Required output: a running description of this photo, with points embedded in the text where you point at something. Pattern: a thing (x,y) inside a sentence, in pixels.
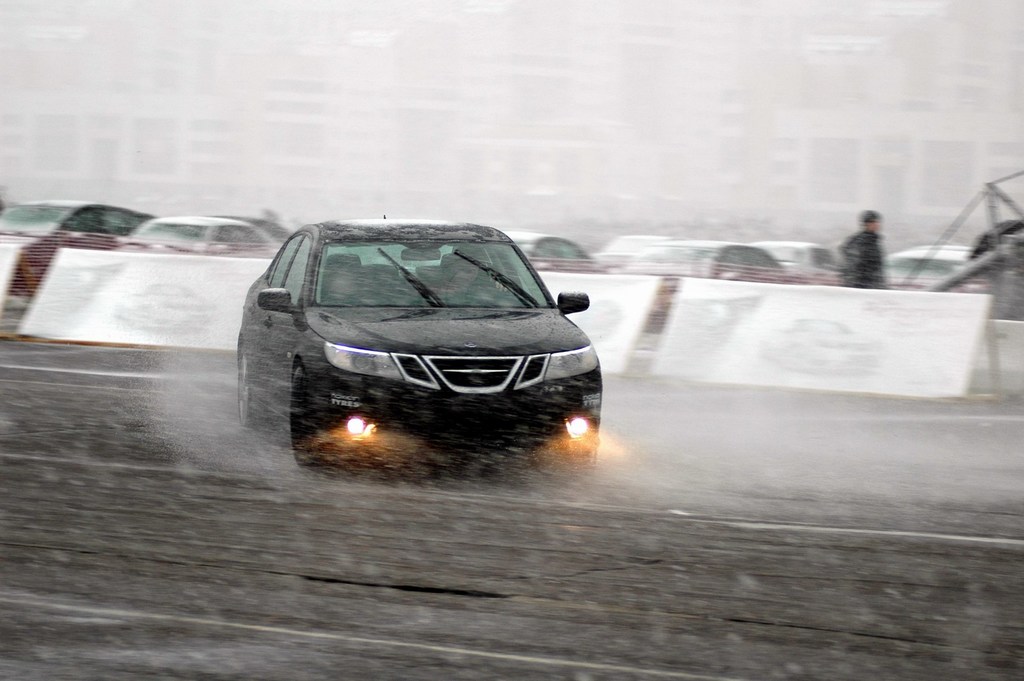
In this image I can see few cars (409,346) in different colors. I can few whiteboards (832,294) and a person (855,245). Background (561,108) is in white color.
